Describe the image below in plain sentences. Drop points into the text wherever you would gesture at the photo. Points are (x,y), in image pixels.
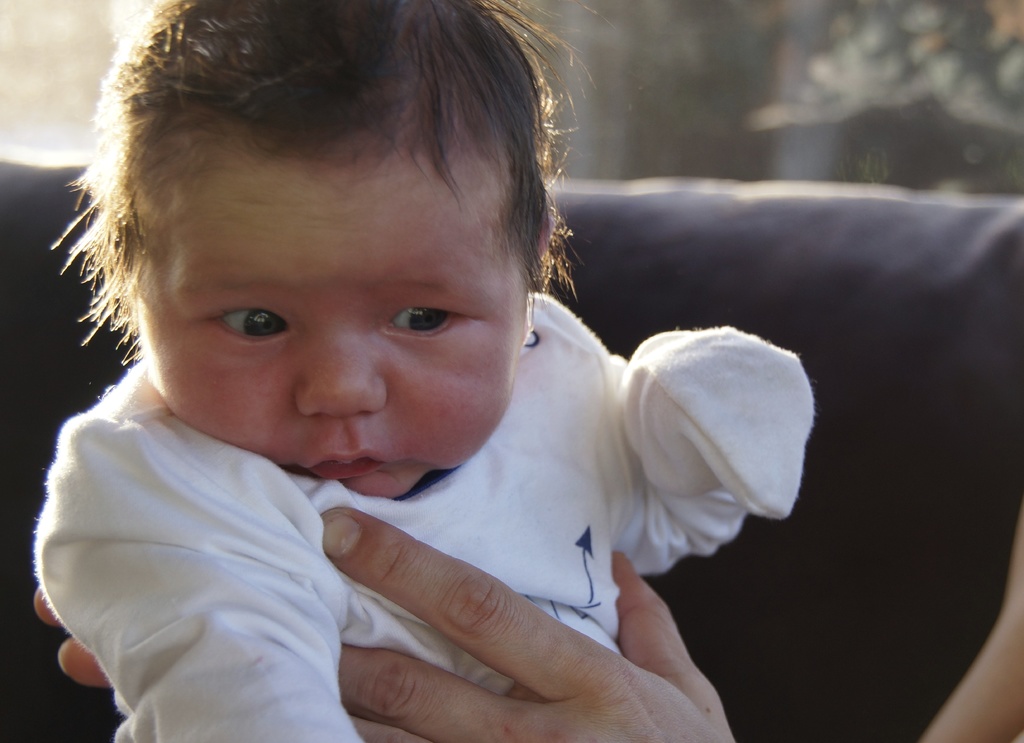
On the left side (190,661), there is a person (941,741) holding a baby (325,17) who is in white color dress (186,629). In the background (658,258), there are trees (935,13) and other objects (677,270).
